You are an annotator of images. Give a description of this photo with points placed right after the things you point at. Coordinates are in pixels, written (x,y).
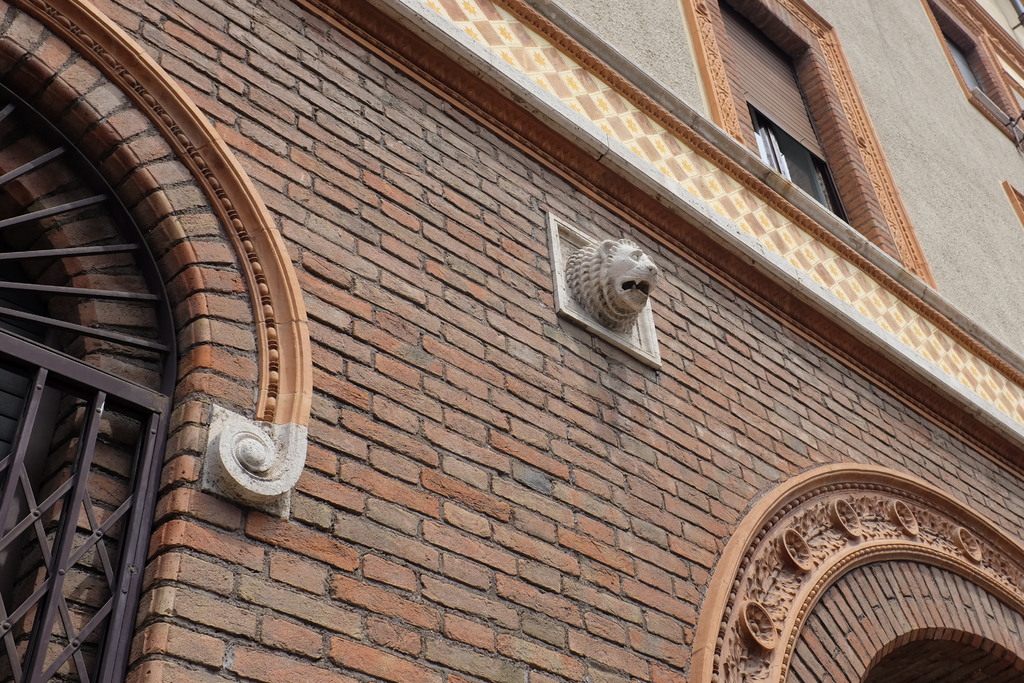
In this image there is a building (386,244).
